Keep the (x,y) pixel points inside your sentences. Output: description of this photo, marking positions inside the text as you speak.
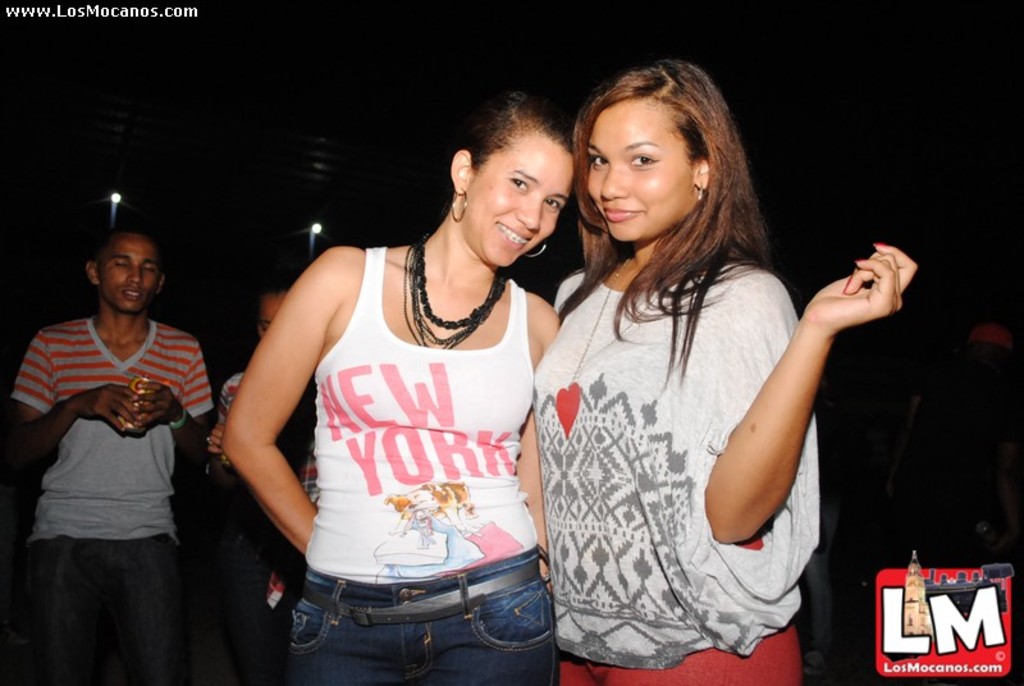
In this picture we can see two women (493,533) smiling and at the back of them we can see the lights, some people (982,427) and in the background (402,79) it is dark.
